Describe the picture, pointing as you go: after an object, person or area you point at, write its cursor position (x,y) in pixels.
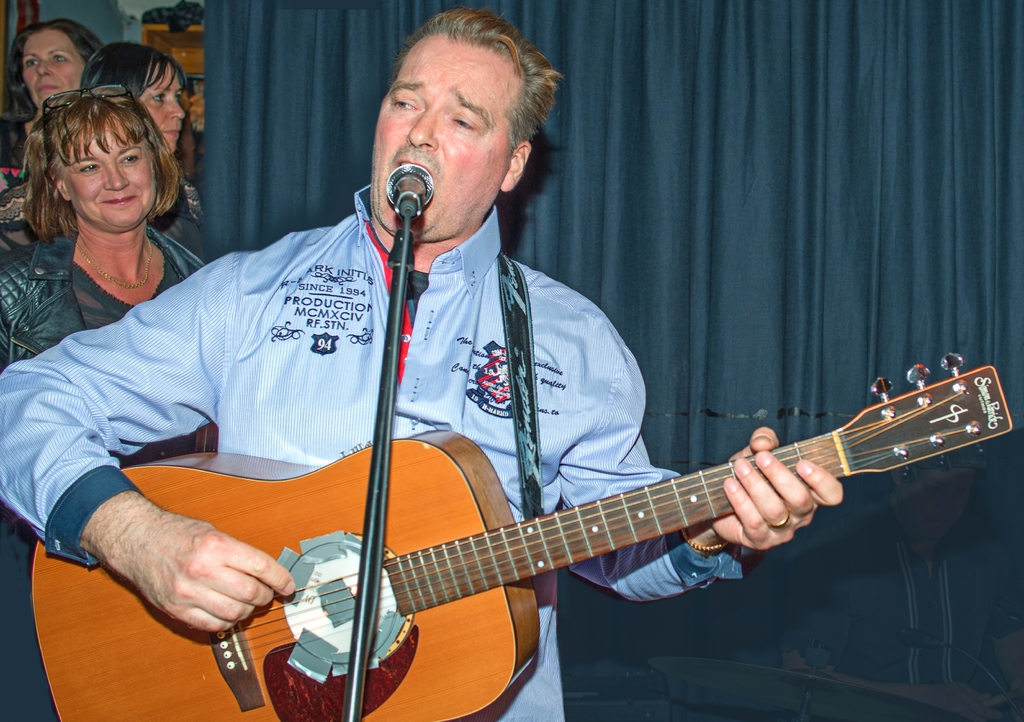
In the middle of the image (456,288) a man (519,55) is standing and playing guitar (224,665) and singing on the microphone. Behind him there is a curtain (898,185). Top left side of the image (168,64) three women (34,33) are standing and watching.
